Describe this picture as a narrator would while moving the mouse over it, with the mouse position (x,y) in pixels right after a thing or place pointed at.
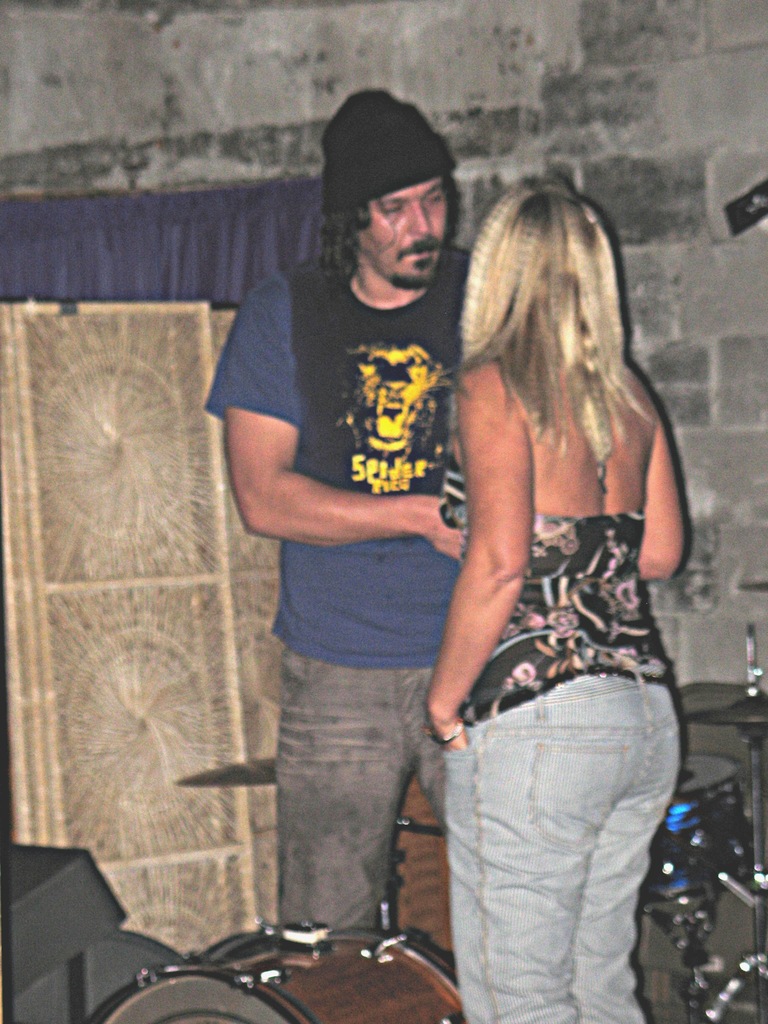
In this image we can see two people (477,364) standing and there is a musical instrument (203,995) at the bottom (395,850) and in the background (200,841), we can see the wall (269,101) and some objects (125,662).
